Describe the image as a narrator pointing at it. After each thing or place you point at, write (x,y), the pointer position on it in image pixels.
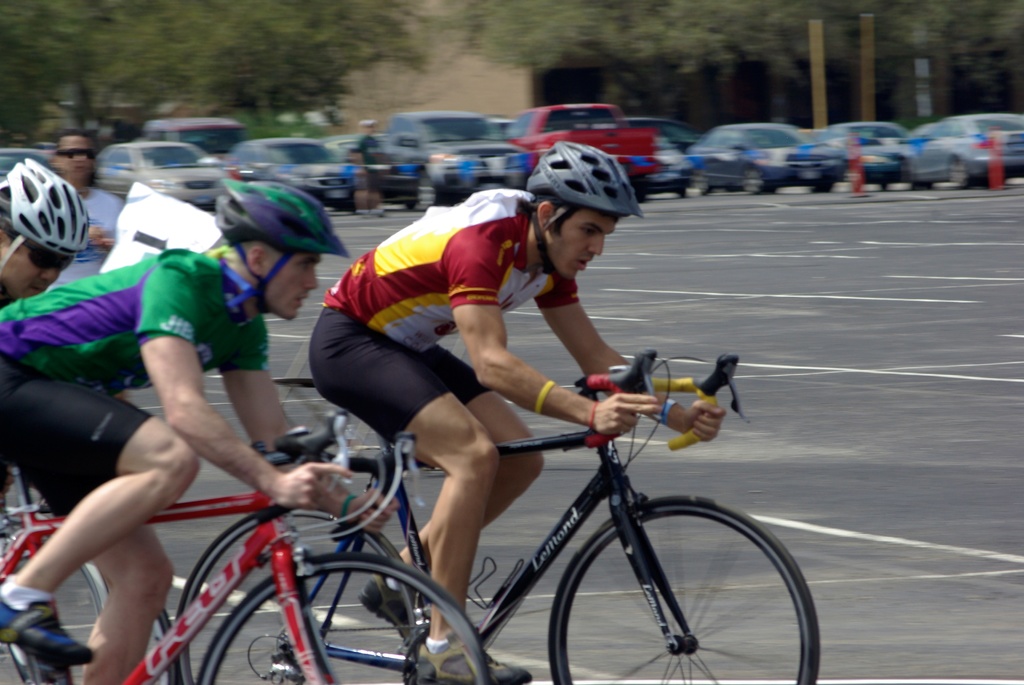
In this image, we can see few people (7,394) are riding bicycles (346,629) and wearing helmets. On the left side (104,211), a person (113,221) is standing on the road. Background (351,196) there are so many vehicles (910,134). Here there is another person (366,195) is standing. Top of the image (494,95), we can see a wall (480,97), trees (41,123).
